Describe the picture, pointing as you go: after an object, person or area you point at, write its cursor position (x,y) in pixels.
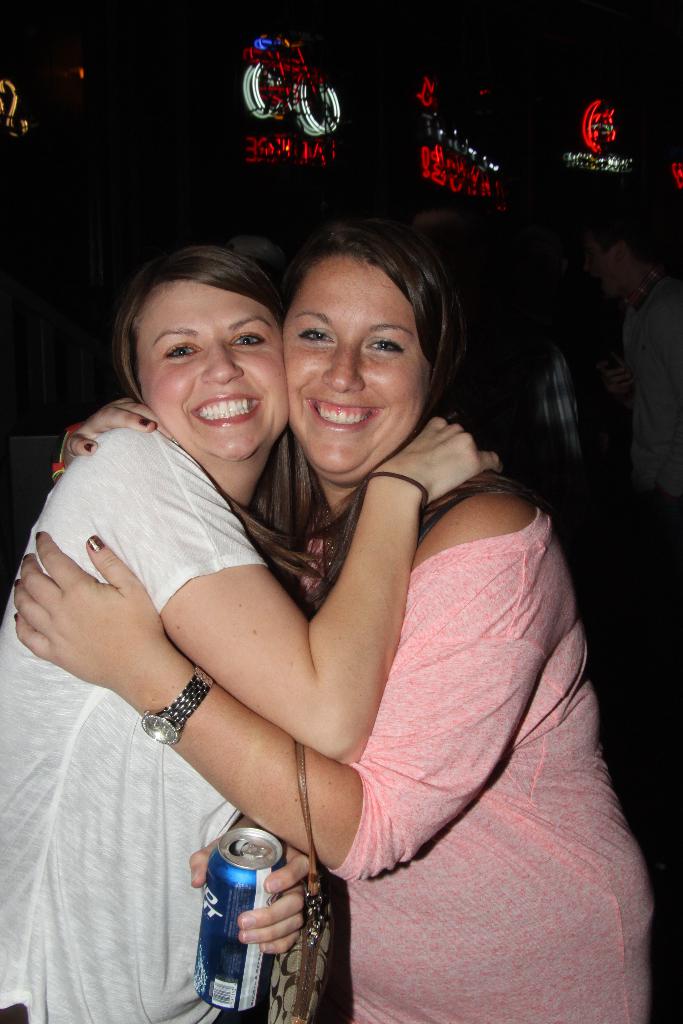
In this image we can see there are two persons (190,562) hugging and holding can (208,878). And at the back (326,87) we can see the labels (295,94) and text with lights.
